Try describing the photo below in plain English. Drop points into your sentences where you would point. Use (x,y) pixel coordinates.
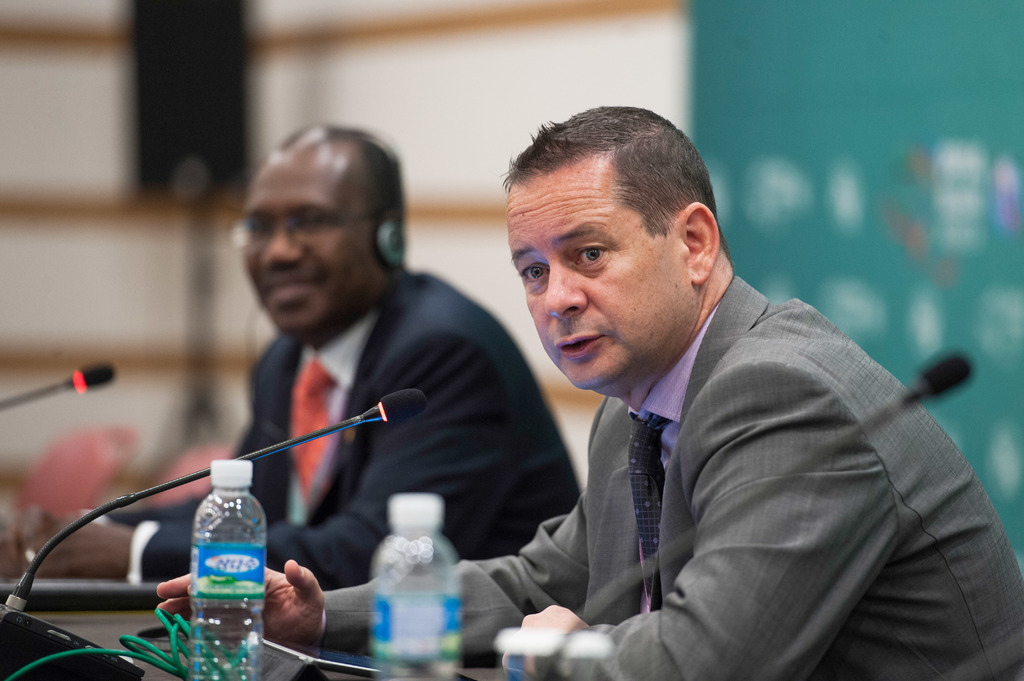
2 people (472,388) are seated wearing suit (605,589). in front of them there is a table (351,677) on which there are bottles (211,635) and microphones (388,411).
